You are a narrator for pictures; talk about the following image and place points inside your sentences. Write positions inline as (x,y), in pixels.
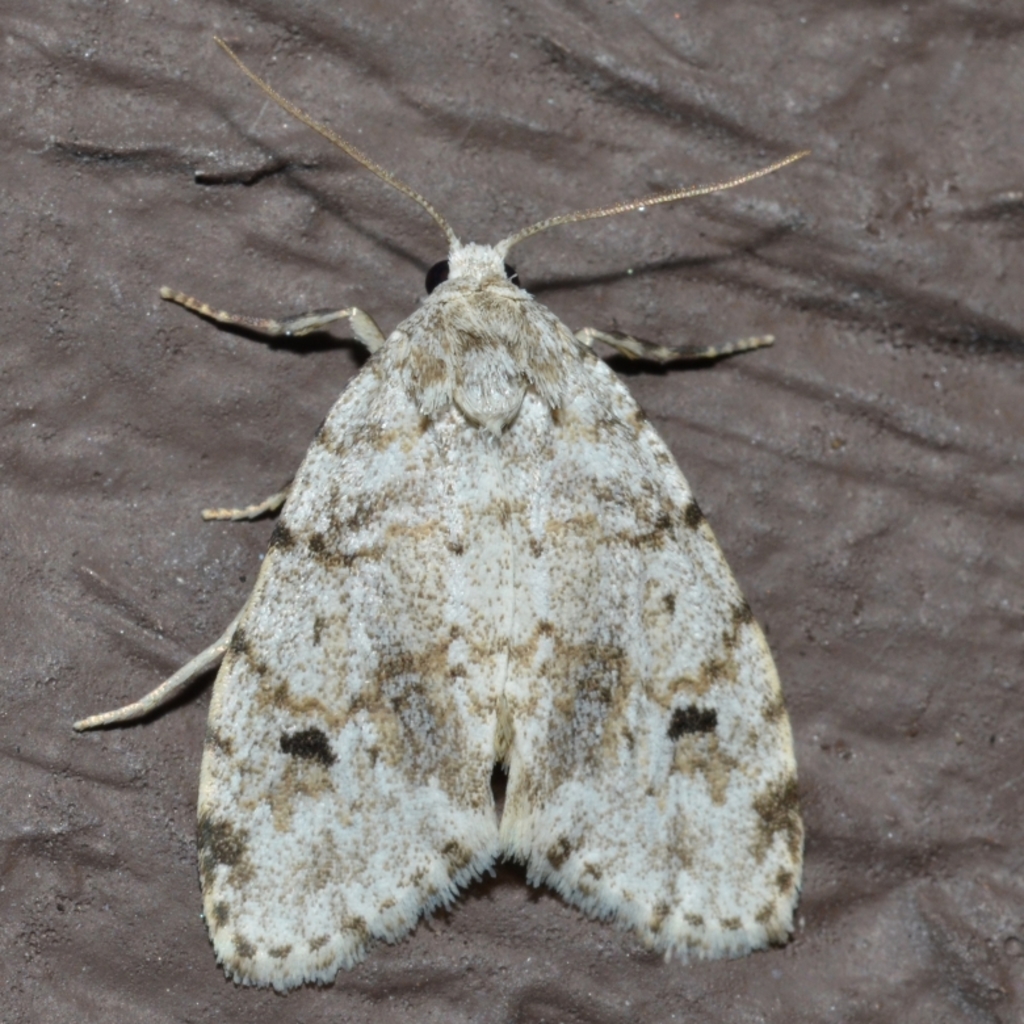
In the image there is a moth (430,608) on the surface (864,391).
